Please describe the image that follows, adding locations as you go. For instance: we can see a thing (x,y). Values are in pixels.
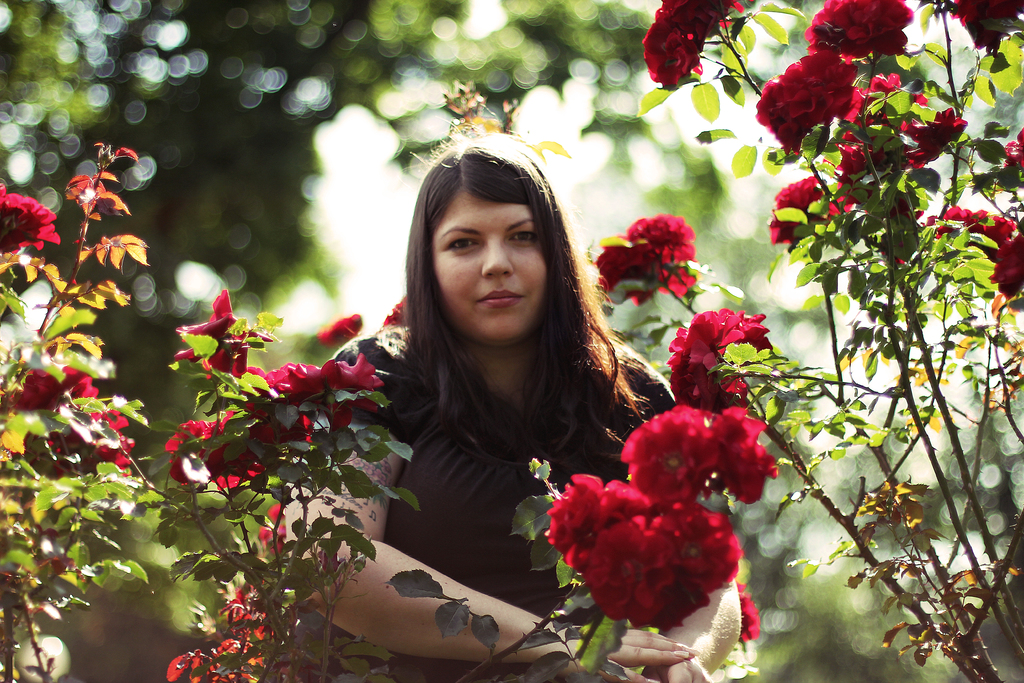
In this image we can see a person (398,333), there are some plants (399,491) with flowers (354,383) and the background (386,181) is blurred.
